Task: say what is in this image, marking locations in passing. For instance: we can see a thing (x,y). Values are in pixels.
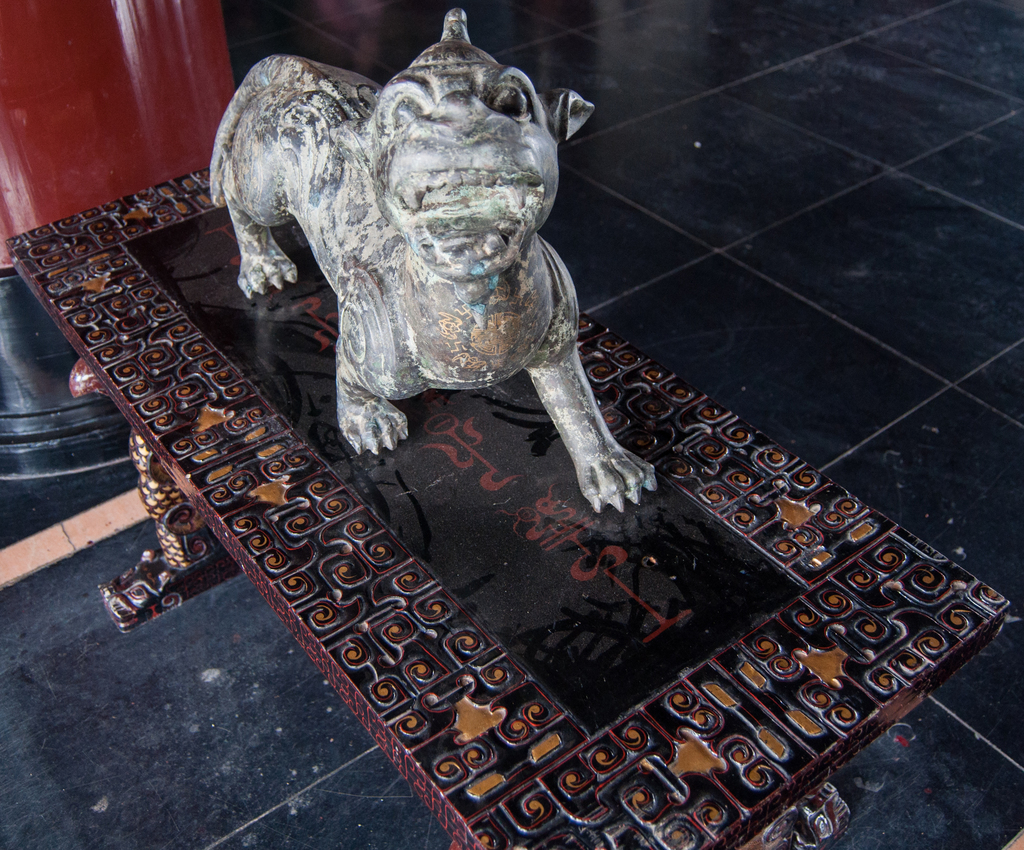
In this image in the front (552,420) there is a table (732,643) and on the table (704,572) there is a statue (402,215). In the background (88,109) there is an object (137,113) which is red in colour and black in colour.
